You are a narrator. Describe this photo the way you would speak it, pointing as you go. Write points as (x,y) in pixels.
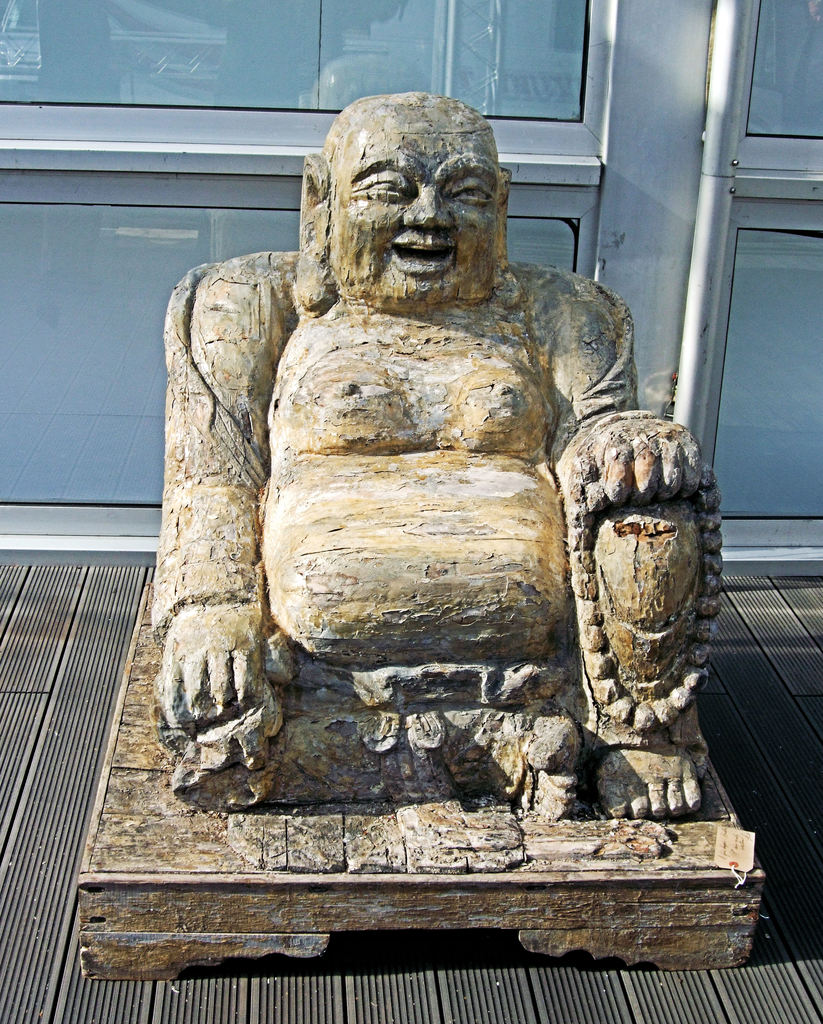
In this image I can see the statue of the laughing buddha (453,708). In the background (267,45) I can see few glass doors (441,59).
